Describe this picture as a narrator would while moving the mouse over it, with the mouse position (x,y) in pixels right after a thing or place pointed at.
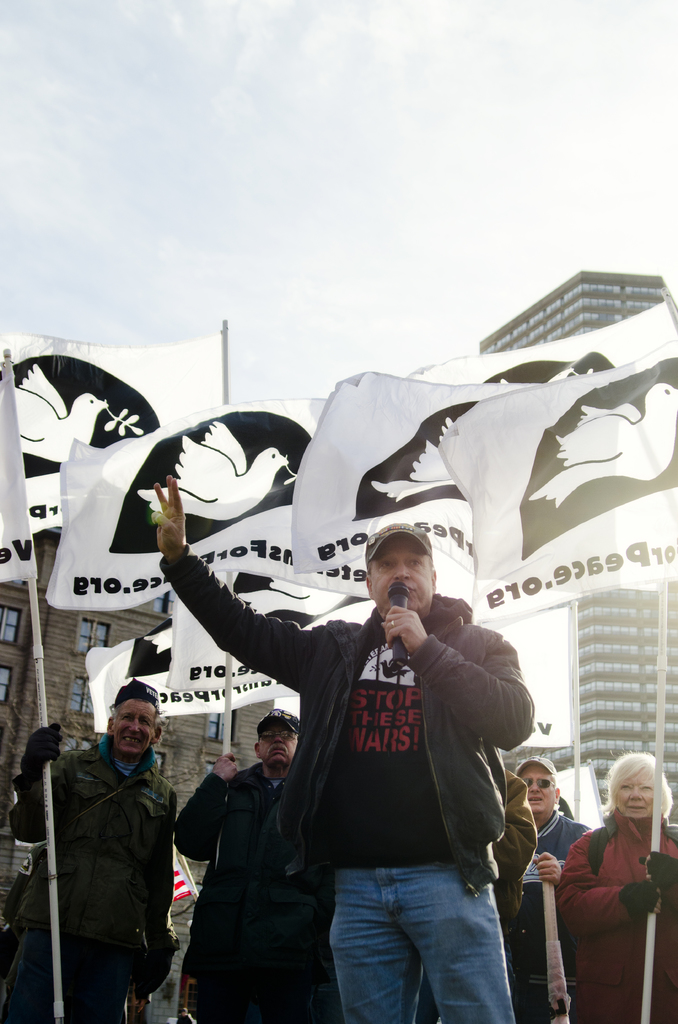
In front of the image there is a person (401,733) holding the mike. Behind him there are a few other people (628,908) holding the flags (270,541). In the background of the image (645,705) there are buildings (669,646) and sky (365,185).
